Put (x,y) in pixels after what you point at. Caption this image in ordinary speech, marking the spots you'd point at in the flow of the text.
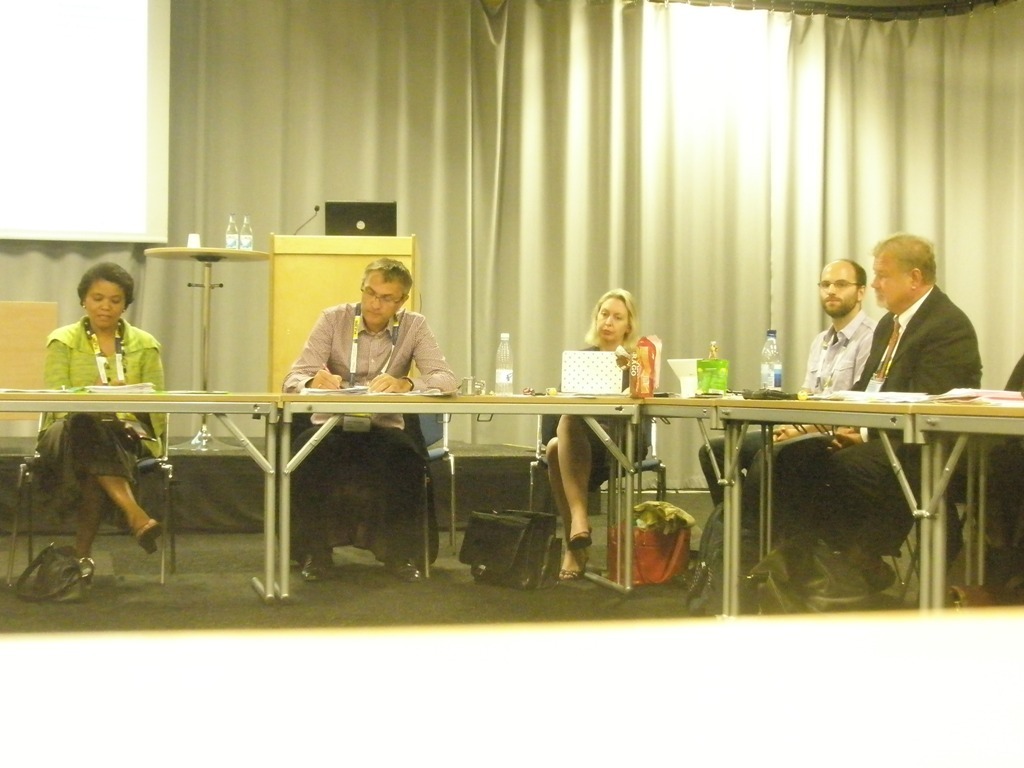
In this image I can see few persons (846,357) sitting on the chairs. I can see few tables (185,256). I can see a podium (357,284). There is a laptop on the podium (286,277). I can see two bottles (229,228) on the table (170,255). In the background (192,268) I can see a curtain (225,215).
